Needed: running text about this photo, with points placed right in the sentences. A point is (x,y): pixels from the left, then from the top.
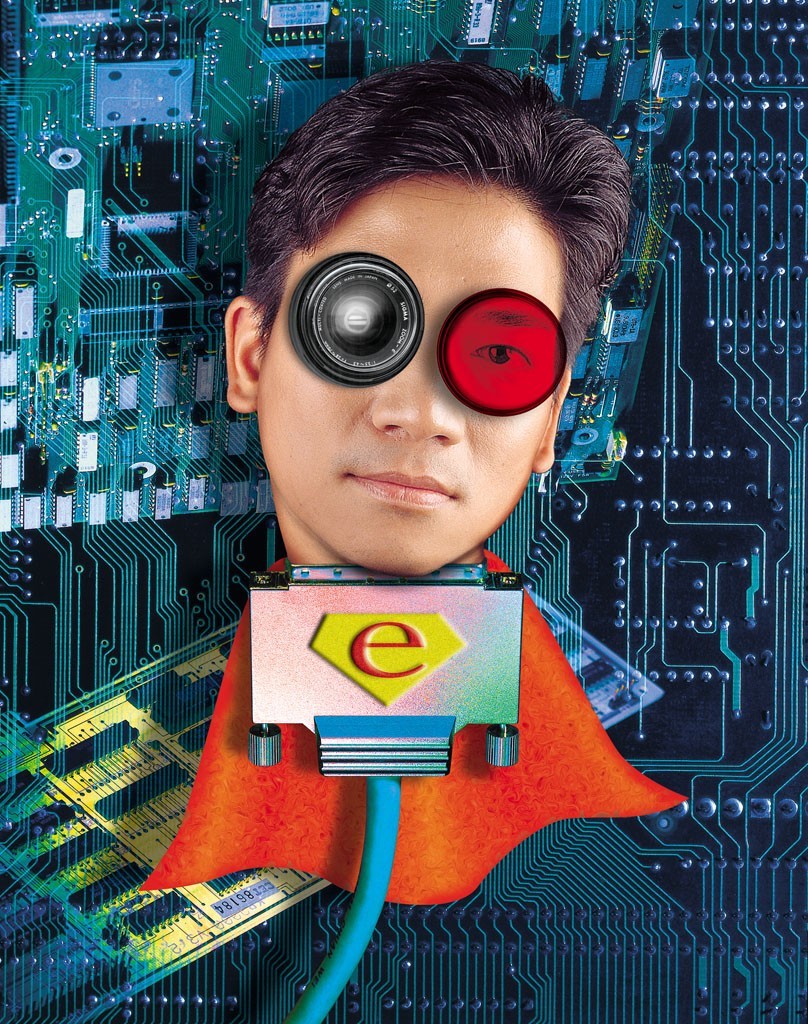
In this image I can see the person head (436,403) on the chip (185,435). The chip (149,344) is in blue and black color and there is a blue color wire (344,924) to some object (394,666).
